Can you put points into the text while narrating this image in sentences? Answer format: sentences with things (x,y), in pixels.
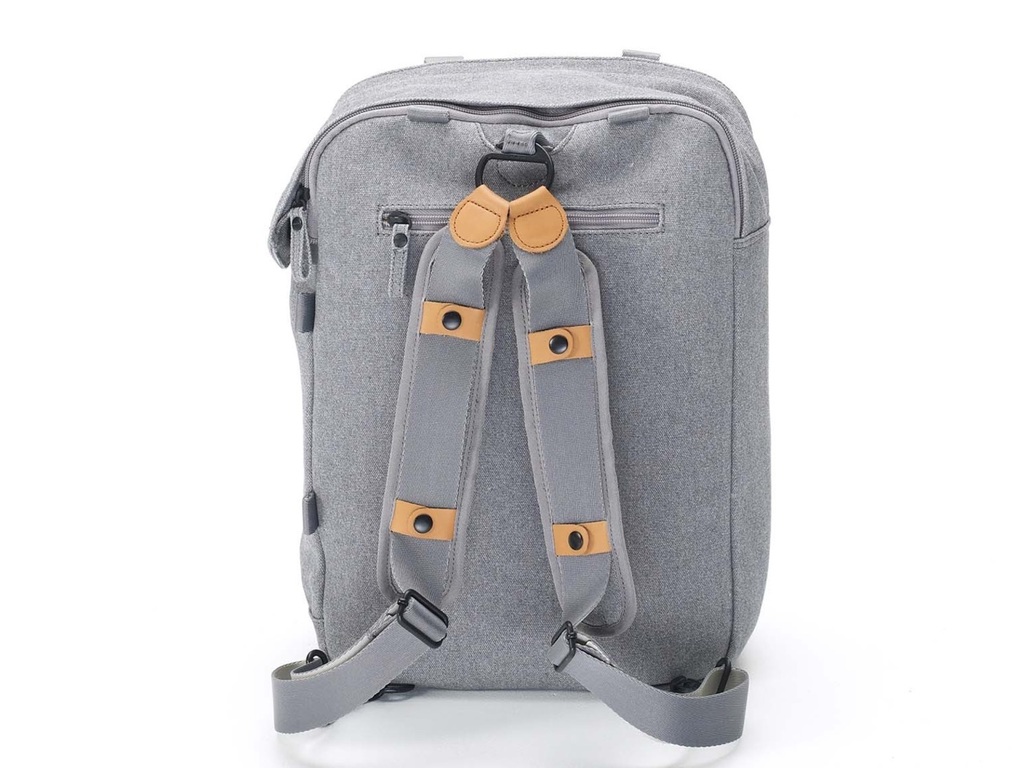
here in this picture we can see the bag (410,235).
